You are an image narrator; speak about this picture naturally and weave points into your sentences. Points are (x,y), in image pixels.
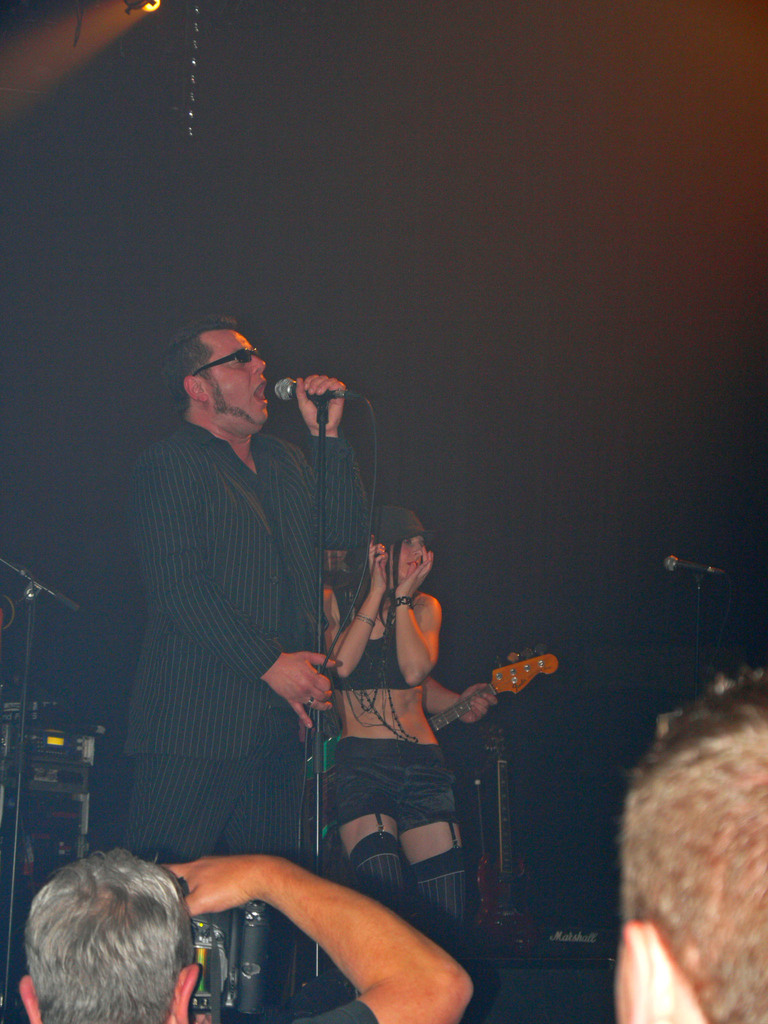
Here we can see a person (154,719) singing a song with microphone (287,379) in his hand (321,388) and beside him we can see a women (407,687) dancing and in front of him we can see a person (426,983) taking photographs of him and there are people (641,848) present here and there
